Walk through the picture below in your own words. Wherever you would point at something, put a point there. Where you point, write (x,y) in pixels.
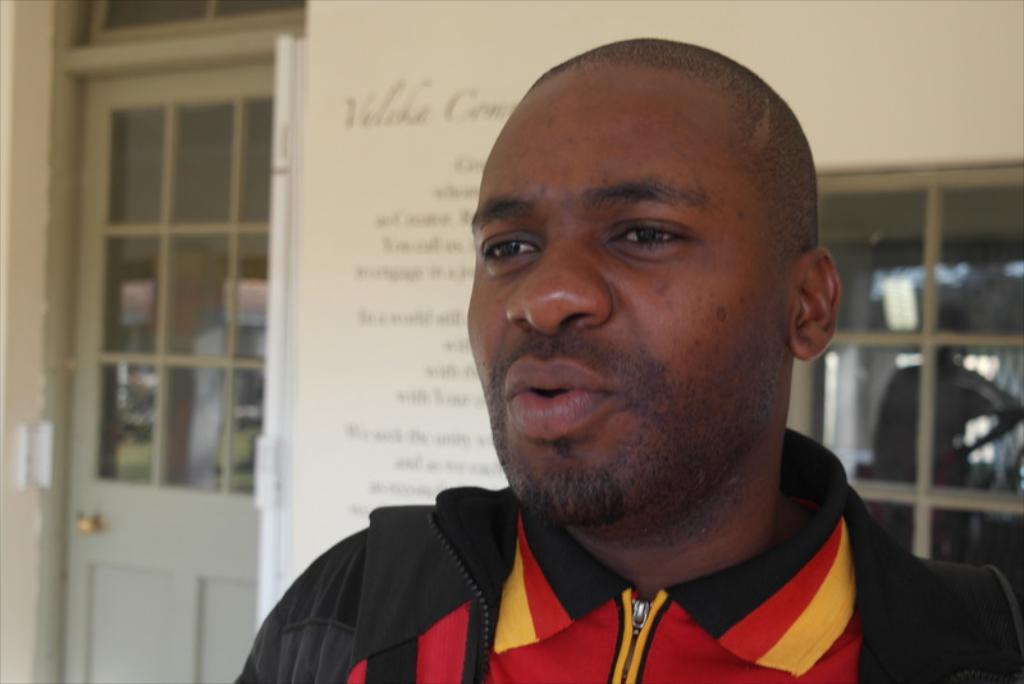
In the image there is a man (624,419), he is speaking something and in the background (203,242) there is a door (157,208), a window (913,212) and a board (312,286).
